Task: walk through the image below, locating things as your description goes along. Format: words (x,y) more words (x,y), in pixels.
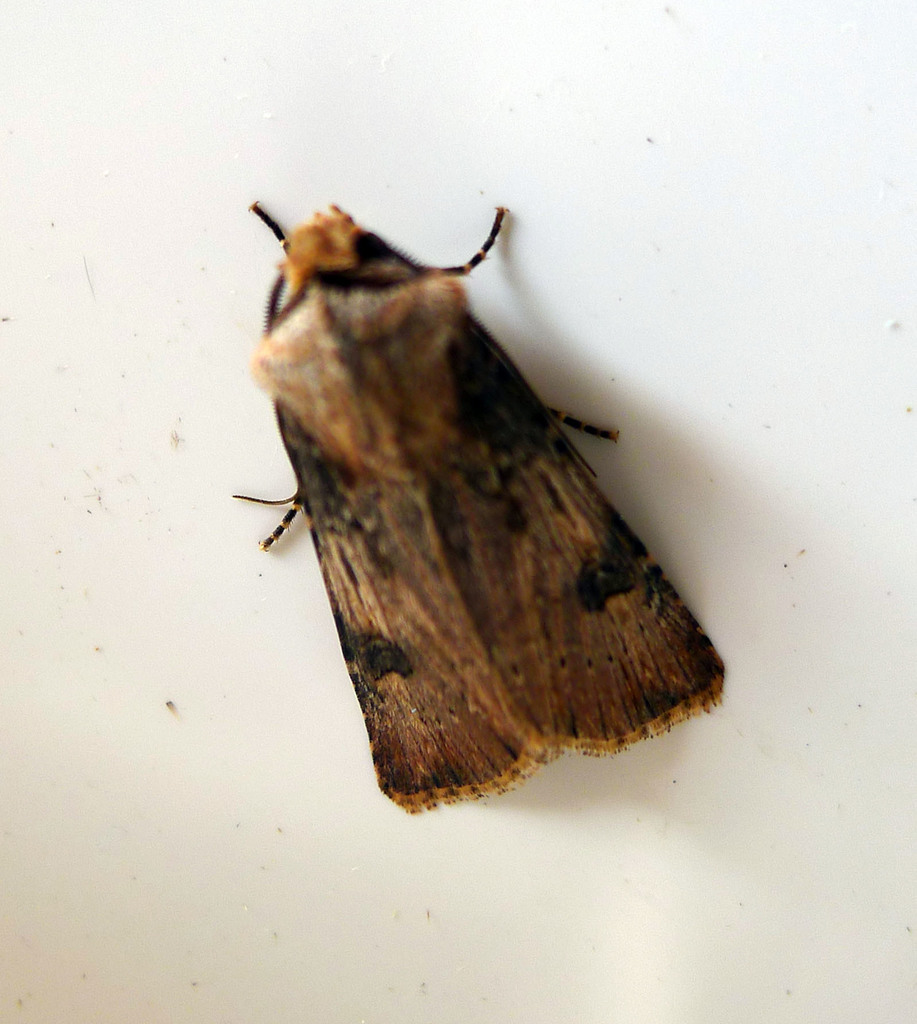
In this image we can see an insect (345,483) on the surface (278,451).
